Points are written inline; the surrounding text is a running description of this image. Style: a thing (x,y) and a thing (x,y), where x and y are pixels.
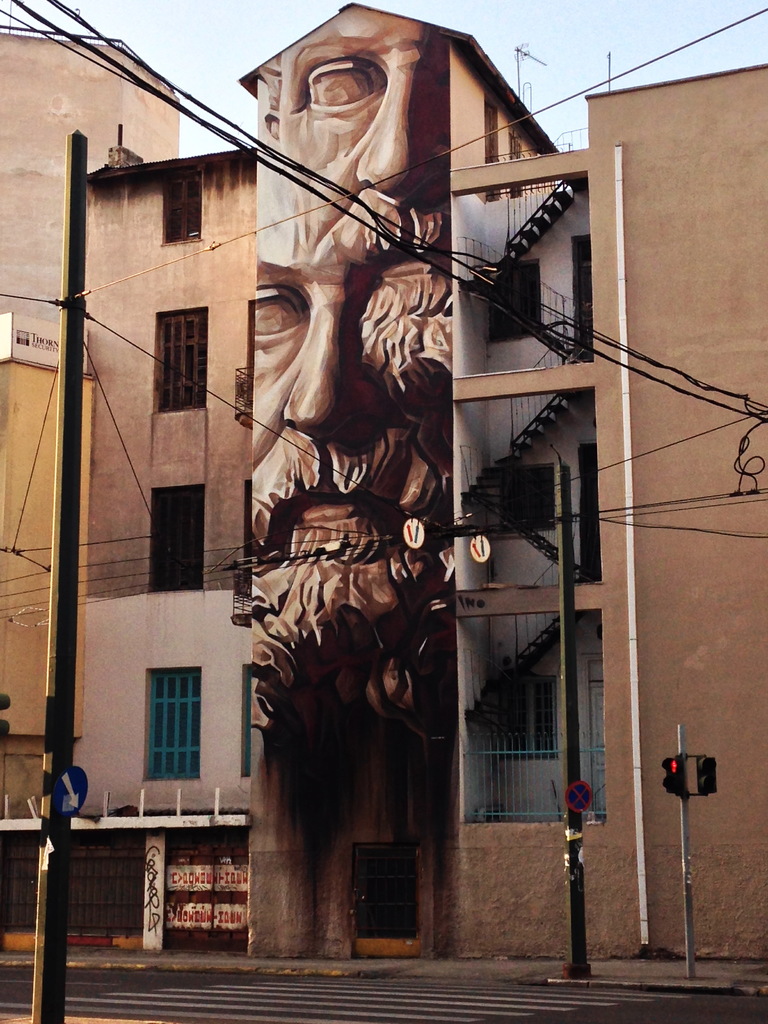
In this image there is a building (334,654) in the middle (485,644). There is a wall poster (334,366) to its wall (315,521). On the right side (533,535) there are steps (521,448). At the top (537,87) there is the sky (554,47). On the left side (71,521) there is a pole (79,366) to which there are wires (436,265). At the bottom (263,992) there is a road (491,987). On the footpath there is a signal light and an electric pole (566,810). In the middle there is a door (408,876).
